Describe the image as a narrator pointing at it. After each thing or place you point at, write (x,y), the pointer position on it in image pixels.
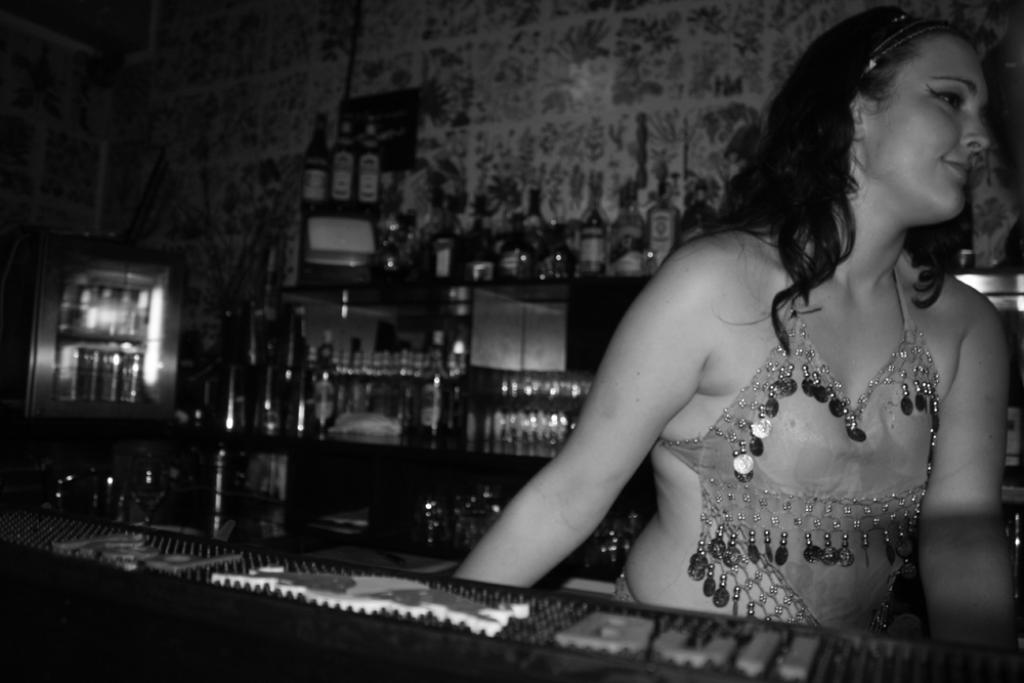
This is a black and white image. In this image we can see a woman (776,504) standing beside a table (510,588). On the backside (207,149) we can see a group of bottles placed in the racks (287,438) and a wall (196,194).
